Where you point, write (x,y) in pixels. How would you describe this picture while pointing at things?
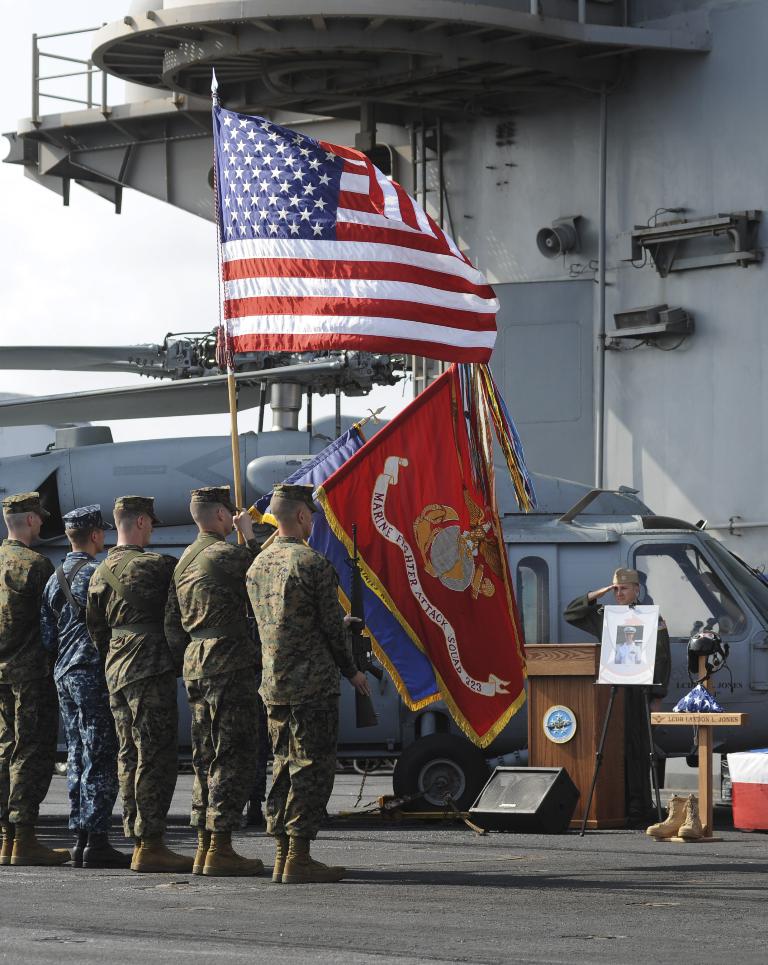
In this image, we can see few people (220,663) are standing. Here we can see few flags (332,545) with poles (234,469), some objects (220,442). Here a person (310,654) is holding a gun (352,657). On the right side of the image (655,668), a person (663,629) is standing near the podium (589,724). At the bottom (516,933), there is a road (486,890). Background (677,600) we can see rods (34,103), glass (667,596).
